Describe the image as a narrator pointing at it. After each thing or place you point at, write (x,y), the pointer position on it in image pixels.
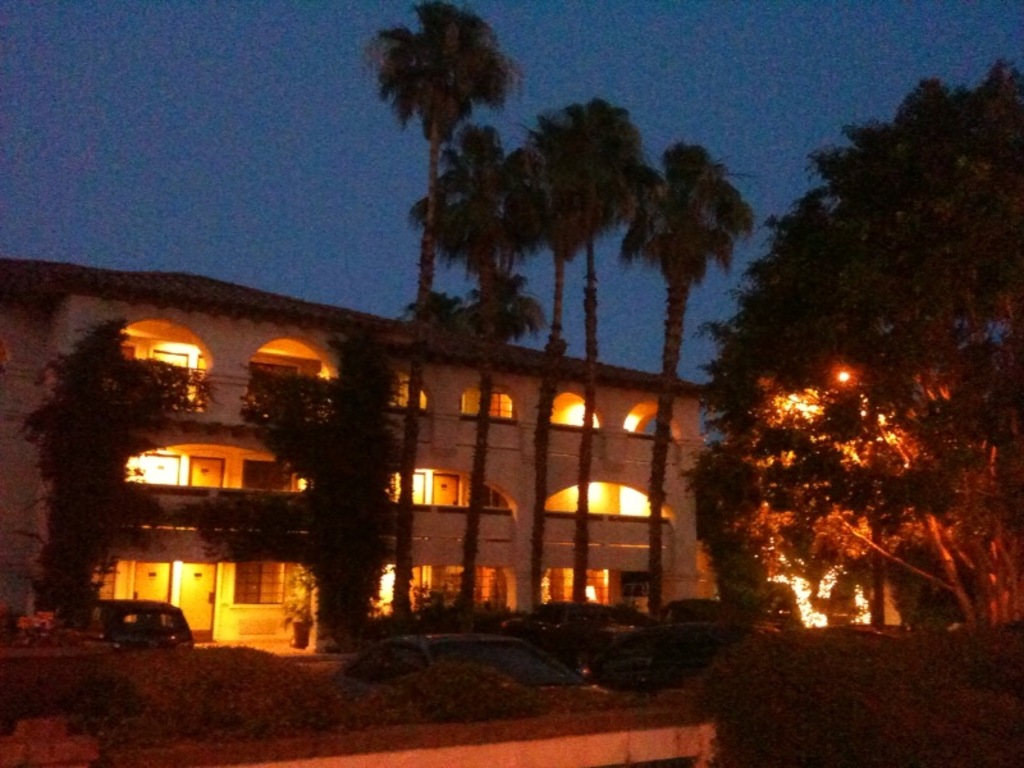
This image is taken in the dark where we can see cars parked here, we can see trees (820,439), lights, building (436,562) and the dark sky (322,156) in the background (576,312).
